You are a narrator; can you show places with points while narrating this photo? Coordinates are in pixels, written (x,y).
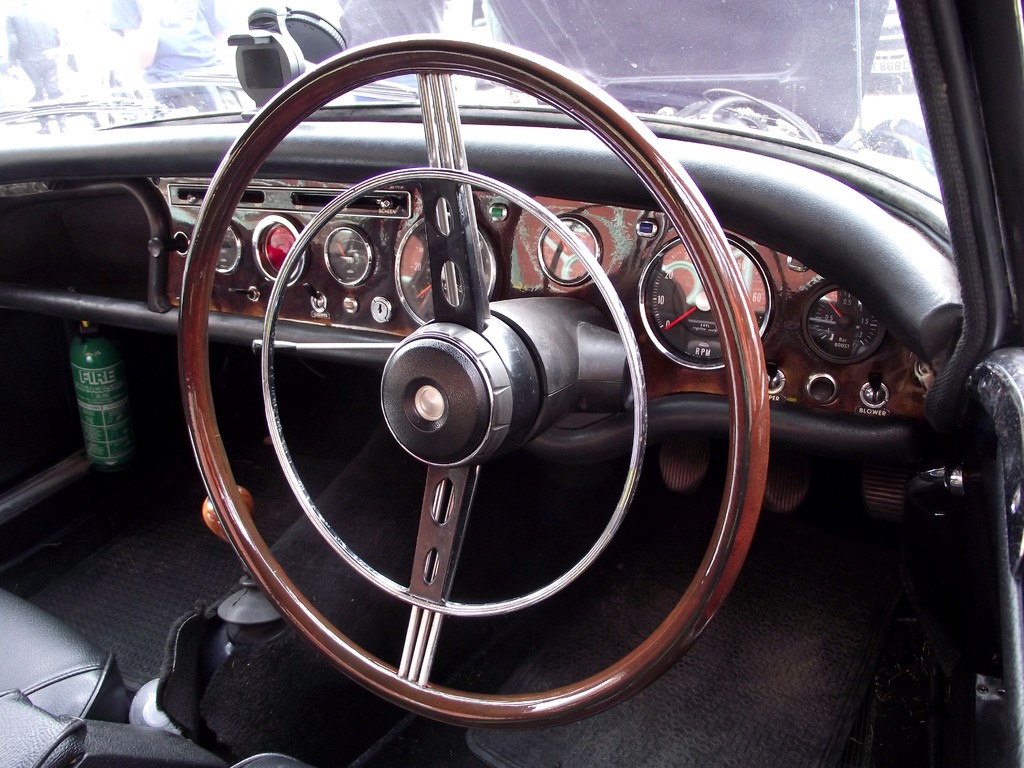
In this picture we can see the inside view of the car (169,696). In the center (681,390) there is a steering (274,424), beside that we can see the speedometer (756,287) and fuel meter (366,251). In the bottom left (55,751) there is a seat (17,645), beside that we can see the gear handle (263,609). On the left (121,407) there is a fire hydrant bottle (121,430). At the top (174,51) we can see some peoples (164,59) were walking on the road (99,90). On the right (1021,442) there is a door (1017,508) of the car (289,244).
